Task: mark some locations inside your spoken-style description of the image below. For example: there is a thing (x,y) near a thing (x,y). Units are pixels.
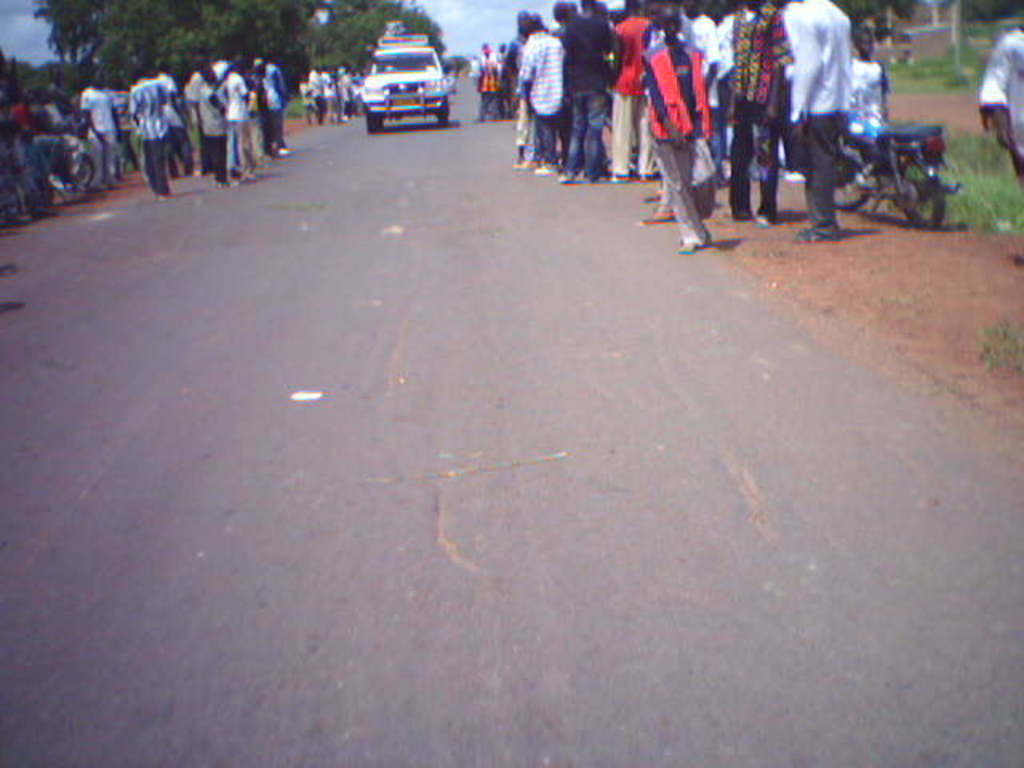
In this picture, there is a road (418,505) in the center (419,268). On the road (420,137), there is a truck (427,51) moving forward. On either side of the road (456,506), there are people (803,103). Towards the top right (907,167), there is a bike (883,157). On the top (441,23), there are trees (116,41) and sky (490,19).
